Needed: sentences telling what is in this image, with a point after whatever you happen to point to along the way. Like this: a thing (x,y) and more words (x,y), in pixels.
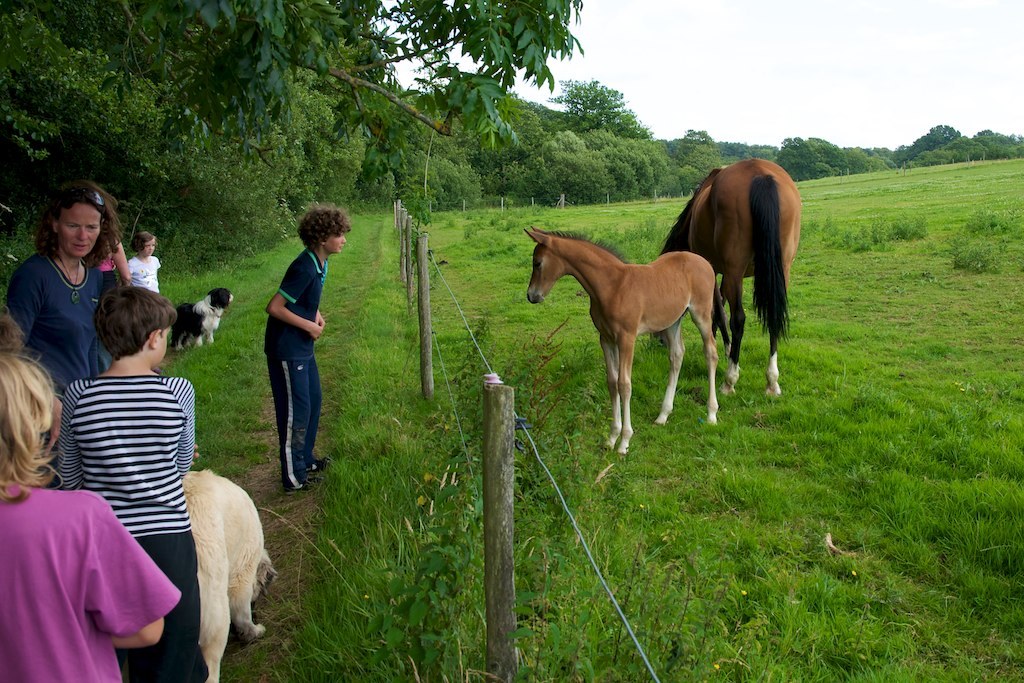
In this image I can see group of people (146,248) standing, in front (98,535) the person (60,535) is wearing pink color shirt (81,535). I can also see few animals (761,262), they are in brown, cream and black color, and I can see grass (455,292) and trees (253,155) in green color, and the sky (725,97) is in white color.
